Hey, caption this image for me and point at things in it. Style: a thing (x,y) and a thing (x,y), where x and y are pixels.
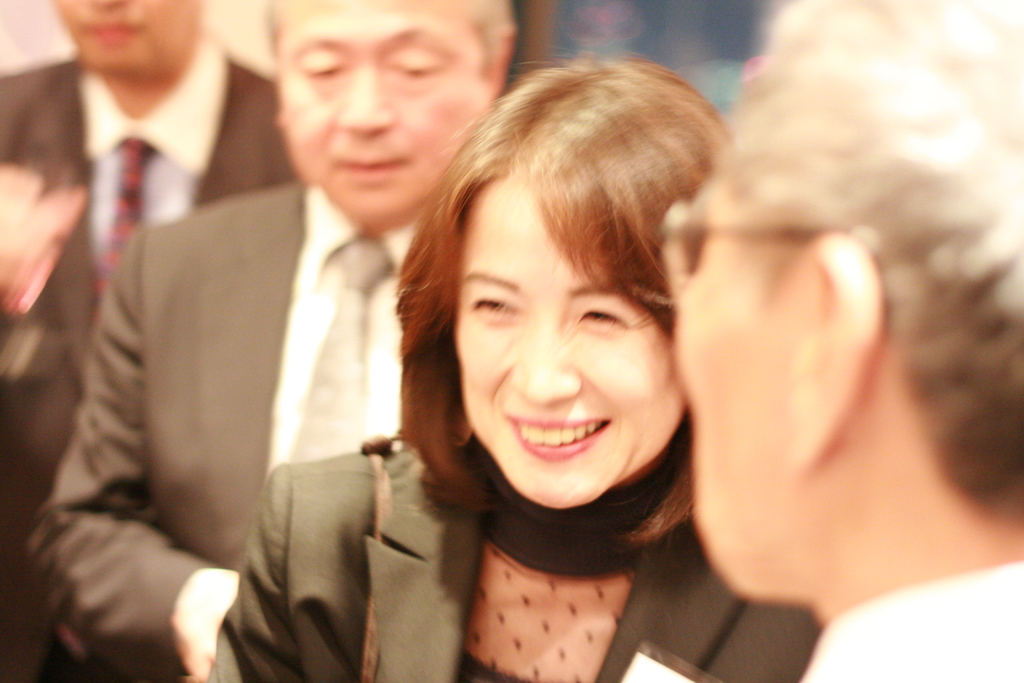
Here we can see four persons (175,268) and among them a woman (529,625) is smiling.
